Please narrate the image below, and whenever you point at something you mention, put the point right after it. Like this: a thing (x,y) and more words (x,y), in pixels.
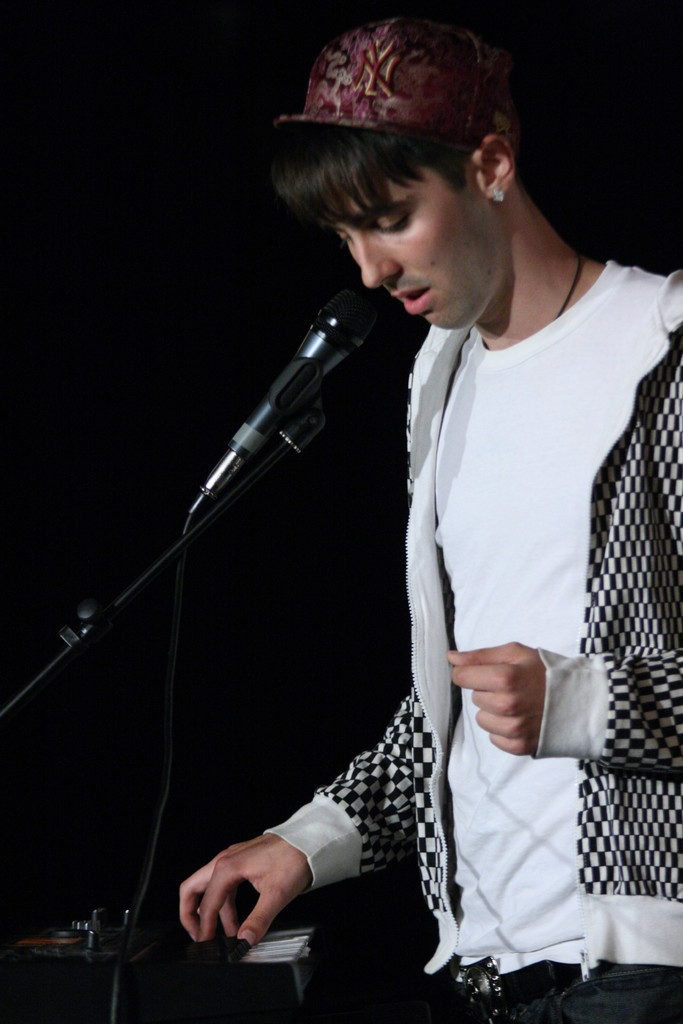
In this image there is a person (361,754), in front of the person (340,799) there is a mic (318,370) with cable (177,592) and some object (224,942).
